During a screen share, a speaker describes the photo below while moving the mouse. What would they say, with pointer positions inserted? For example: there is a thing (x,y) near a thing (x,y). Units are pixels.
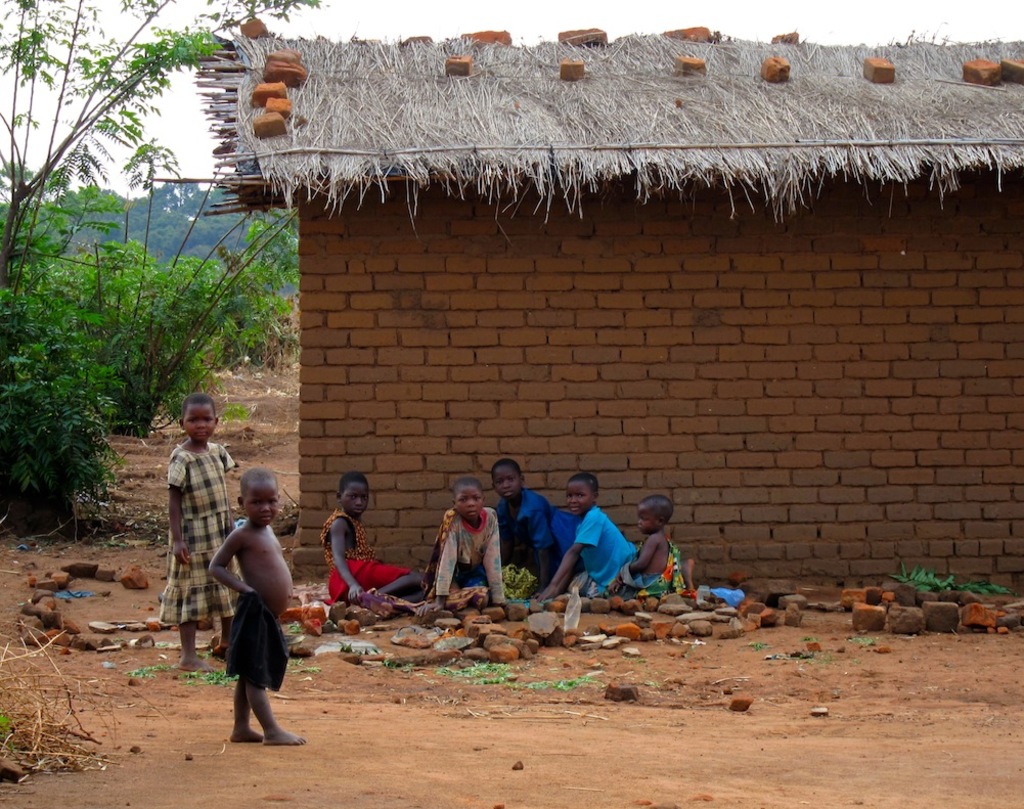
In the picture I can see two children (255,634) standing and five more children (428,583) are sitting on the ground (393,745). Here I can see stones (943,603), brick house (507,415), trees (56,458) and the sky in the background (197,88).
